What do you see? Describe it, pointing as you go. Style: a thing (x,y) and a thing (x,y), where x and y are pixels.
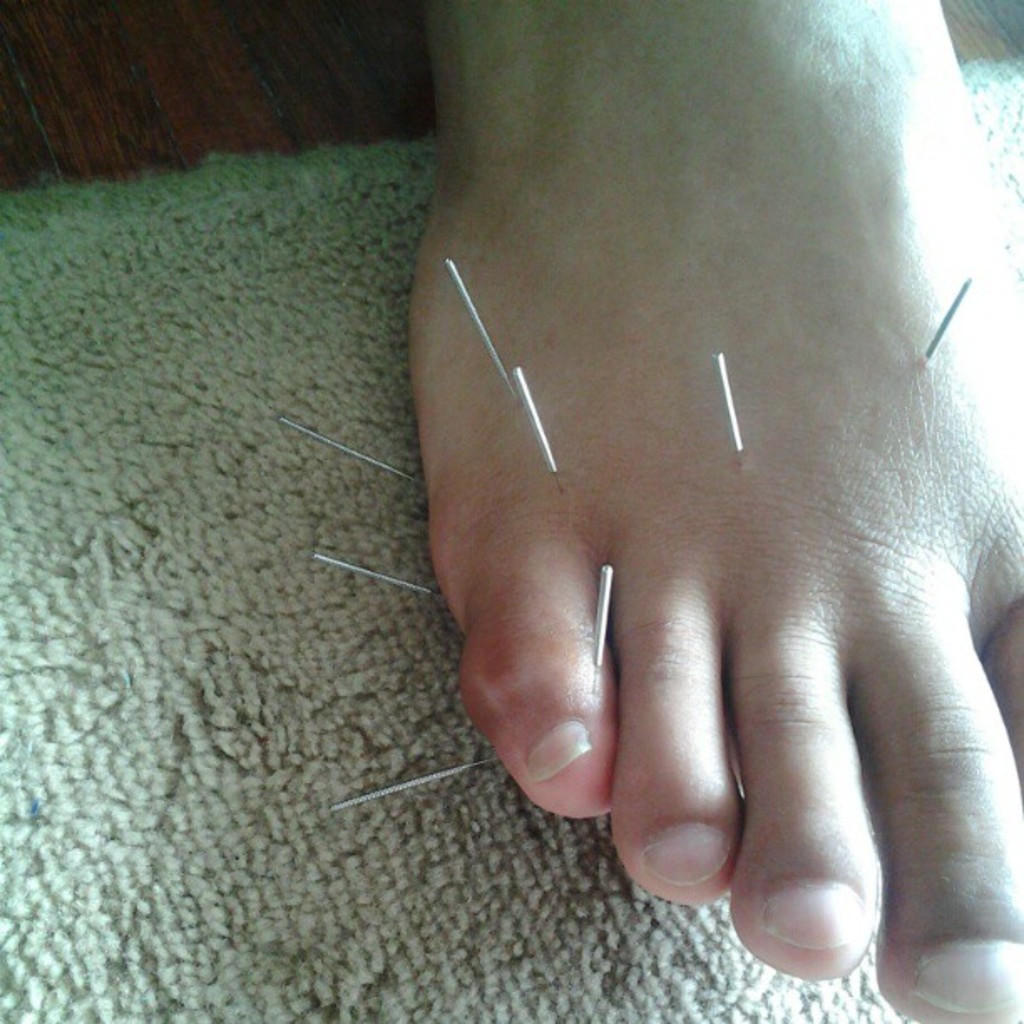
In this image I can see the person's leg (818,41) and I can see few needles (471,305) and I can see the mat (165,569) in cream color.
